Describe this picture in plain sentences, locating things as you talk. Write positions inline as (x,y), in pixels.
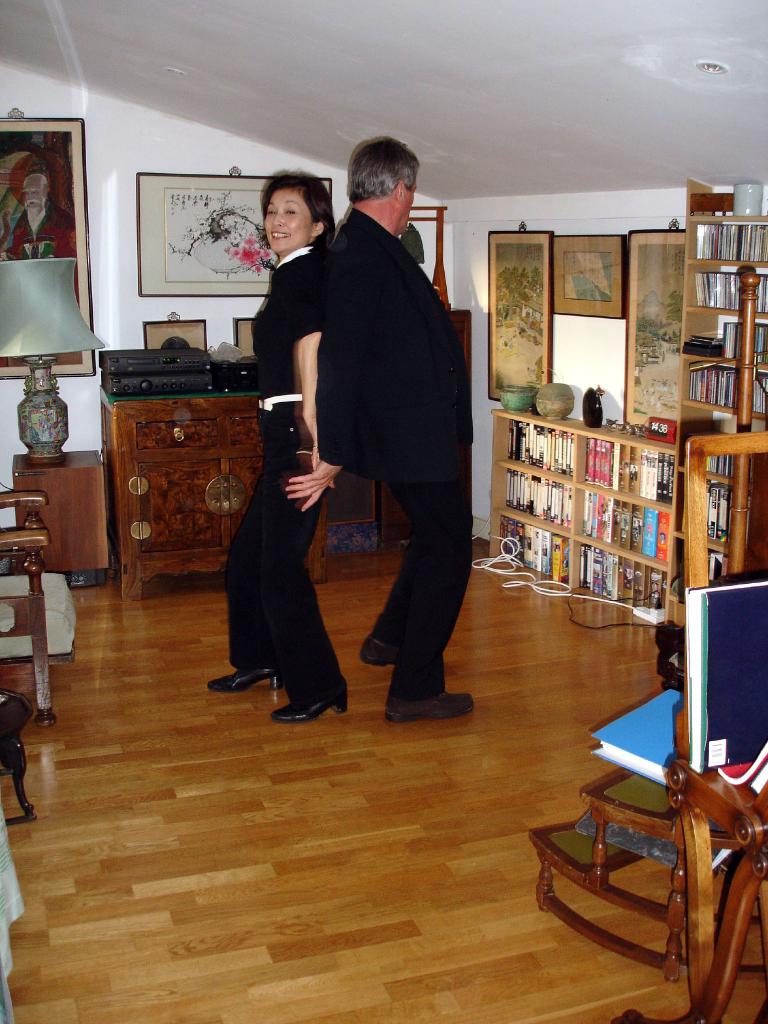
This picture describe about the inside view of the room (565,622) in which one man (383,305) and woman (310,299) is dancing, A man (397,360) wearing black coat (409,431) holding the hand (301,461) of the woman (297,319) who is wearing black t-shirt (286,374) and pant (280,594). Behind we can see a wooden table (137,427) and photo frame (197,343) on the wall (576,389). On the right side (513,552) we can see a wooden rack (519,513) full of books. Below we can see wooden floor (440,903) and chair (641,808).
